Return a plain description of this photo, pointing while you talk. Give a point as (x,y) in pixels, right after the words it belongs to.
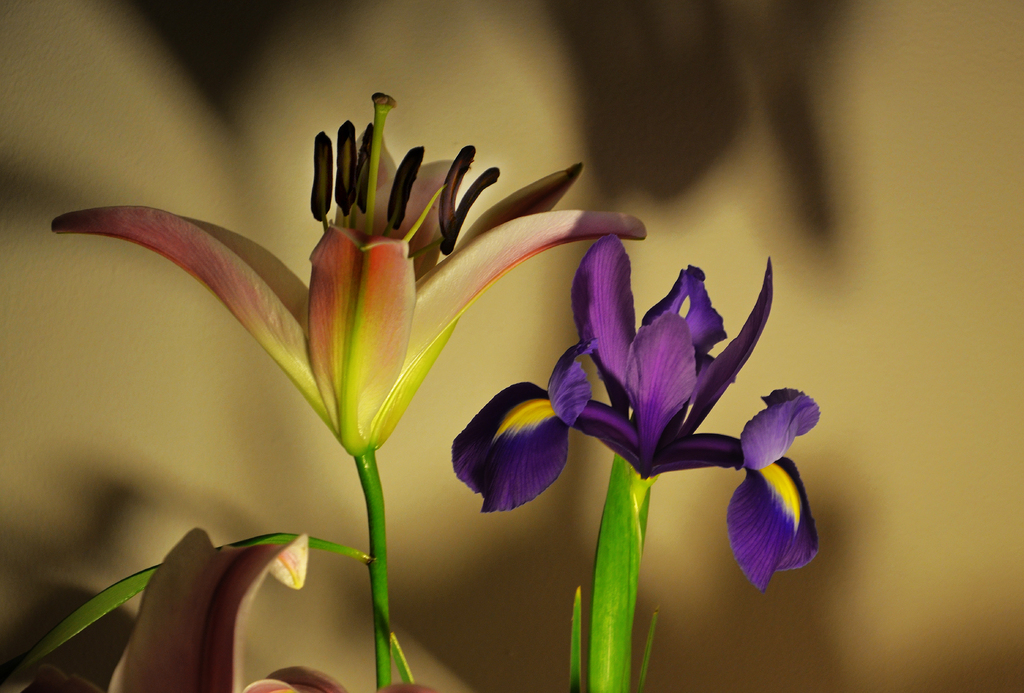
In this picture we can see stems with flowers (584,221) and in the background (214,421) we can see it is blurry.
